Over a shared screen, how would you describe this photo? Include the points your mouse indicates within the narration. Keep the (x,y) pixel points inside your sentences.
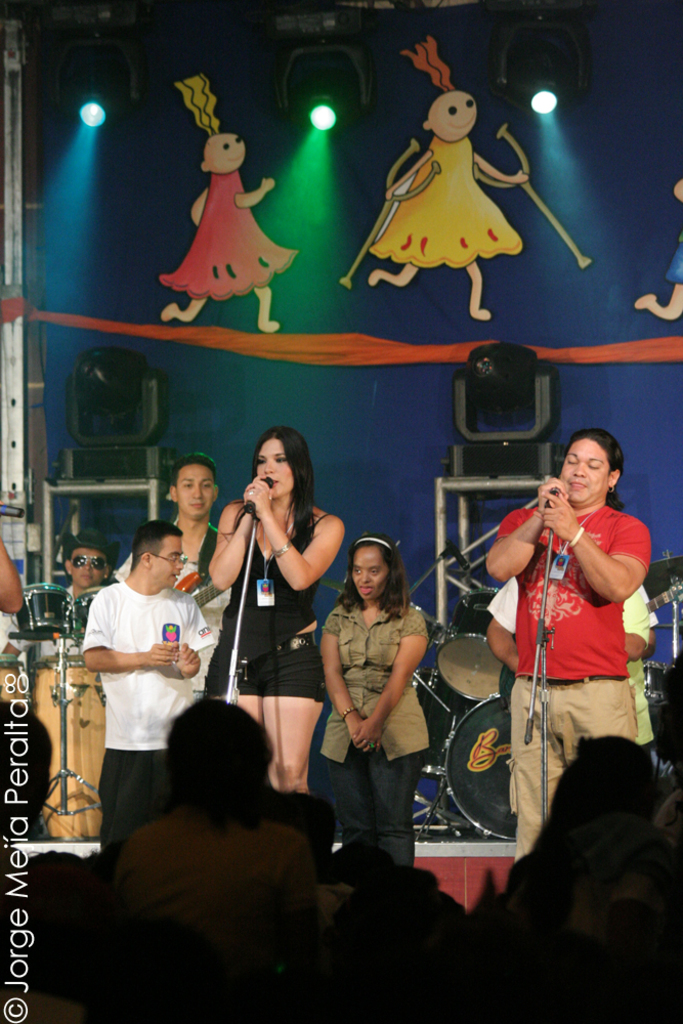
In this image, I can see a group of people (399,612) standing. Among them two persons (541,597) are holding the mike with mike stands (544,587). At the top of the image (541,97), I can see the focus lights (509,98). In the background (261,403), there is a painting (245,280) on the wall (448,316), a cloth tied to a pole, drums (474,673) and another person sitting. At the bottom of the image (139,951), I can see few people (254,973). On the left side of the image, there is a watermark (24,910).
